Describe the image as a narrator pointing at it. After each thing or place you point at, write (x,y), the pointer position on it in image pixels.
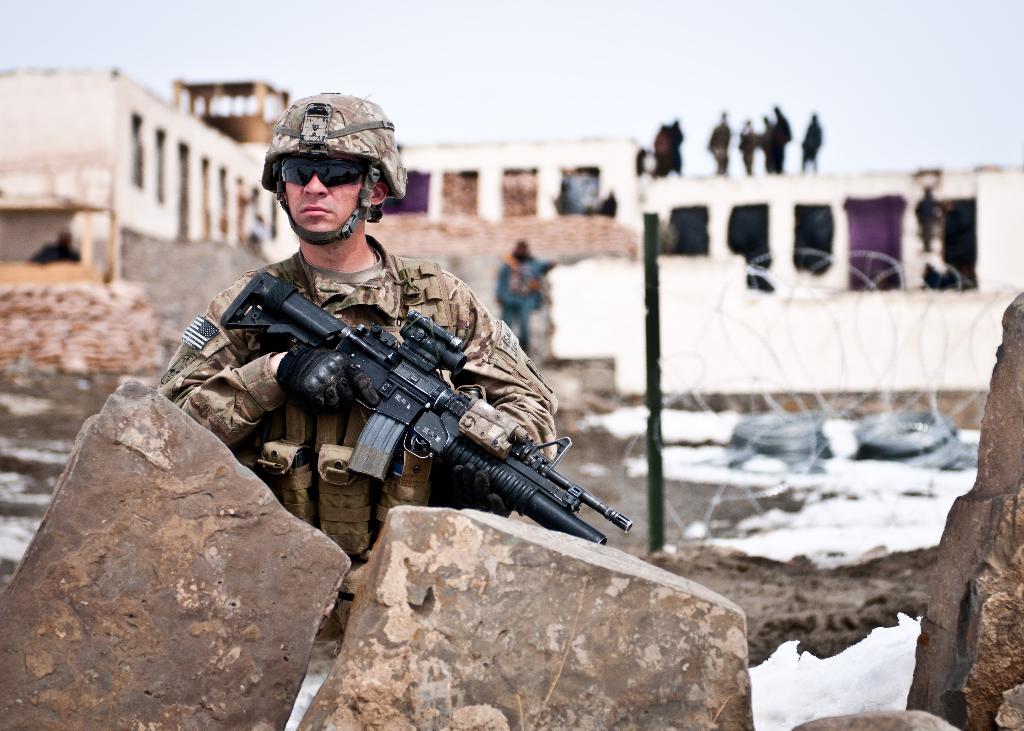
In this picture we can see a man (306,207) wore goggles (339,172), helmet (298,124) and gloves (332,365) to his hand (345,367) and holding gun (409,414) in his hand (345,360) and in front of him there are stones (399,637) beside to him there is pole (650,410) with fence (777,391) and in background (513,232) we can see building (605,185) on building (652,188) there is a crowd (783,165) of people (675,173) standing and above them there is a sky (565,82).
